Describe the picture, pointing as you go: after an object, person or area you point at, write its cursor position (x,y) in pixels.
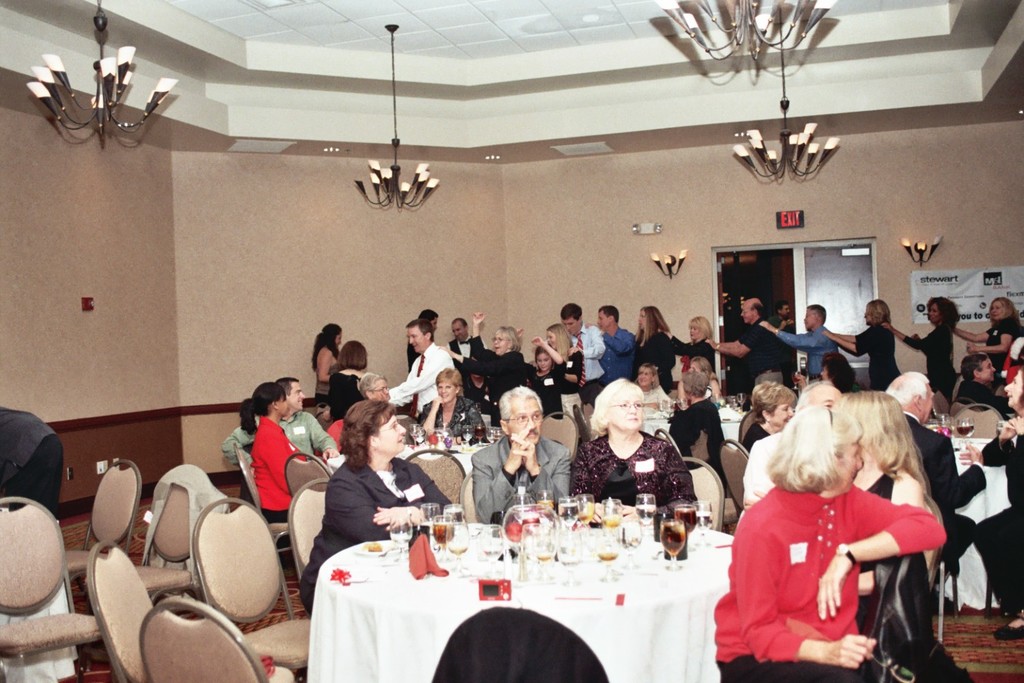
As we can see in the image there is a wall (191,288), door (747,266), chandeliers (798,152), chairs (216,537) and tables (428,612) and few people (436,390) standing and sitting. On table (591,561) there are glasses (503,534) and plates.
